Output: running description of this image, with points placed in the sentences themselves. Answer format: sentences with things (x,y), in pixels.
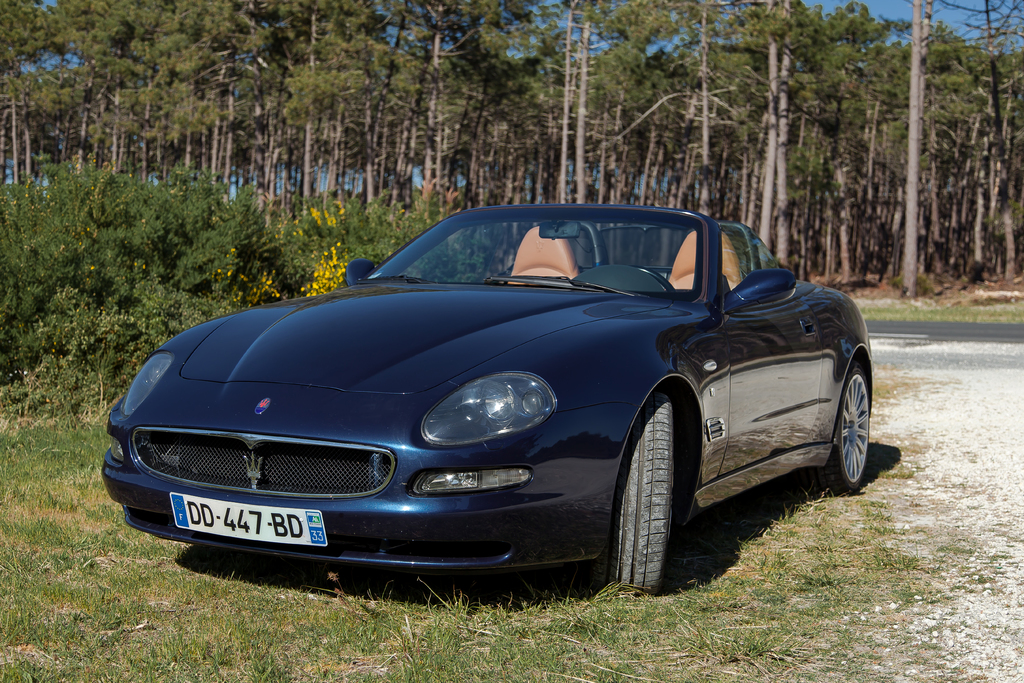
In this image we can see a car (513,440) on the grass (36,614). In the background of the image (632,176) there are trees (500,138). There is road (901,326).
